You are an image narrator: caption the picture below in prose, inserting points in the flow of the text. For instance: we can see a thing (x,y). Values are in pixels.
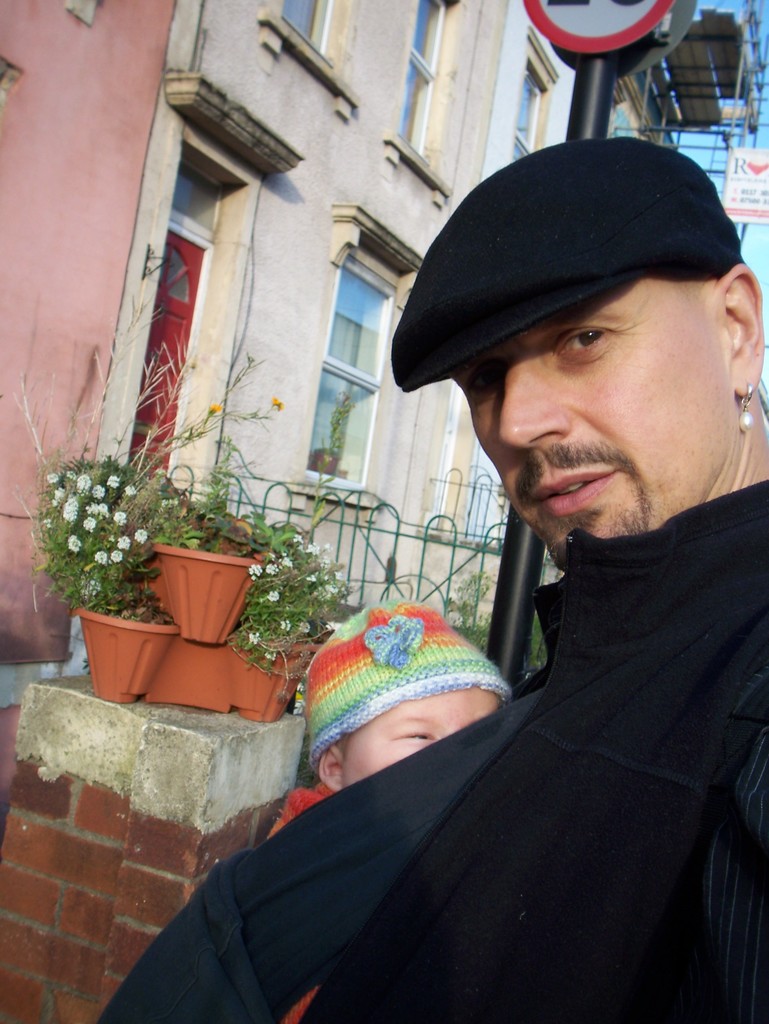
In this image there is one person (592,728) standing at right side of this image (608,763) is wearing black color dress (606,784) and black color cap (590,269) and he is holding a baby (384,756) as we can see at bottom of this image (443,723). There are some plants (158,538) at left side of this image (97,494) and there is a building (201,358) in the background (186,251). There is a sign board (593,40) at right side of this image (602,32).
